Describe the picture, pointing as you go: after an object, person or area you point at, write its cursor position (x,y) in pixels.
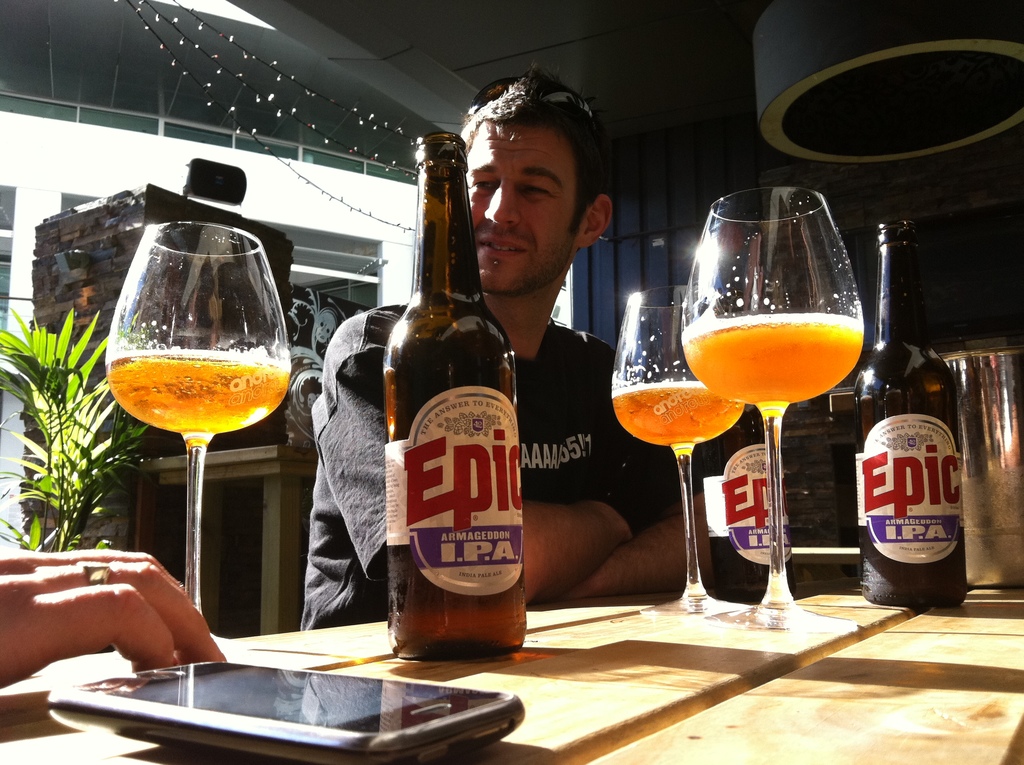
In foreground of the image (447,706) we can see table (382,655), cell phone (261,676) and hand (40,596) of a person (134,640). In the middle of the image (360,505) we can see three glasses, three bottles (768,534) and a person (365,379). On the top of the image (4,28) we can see roof (17,21) which have some lighting (219,62).
